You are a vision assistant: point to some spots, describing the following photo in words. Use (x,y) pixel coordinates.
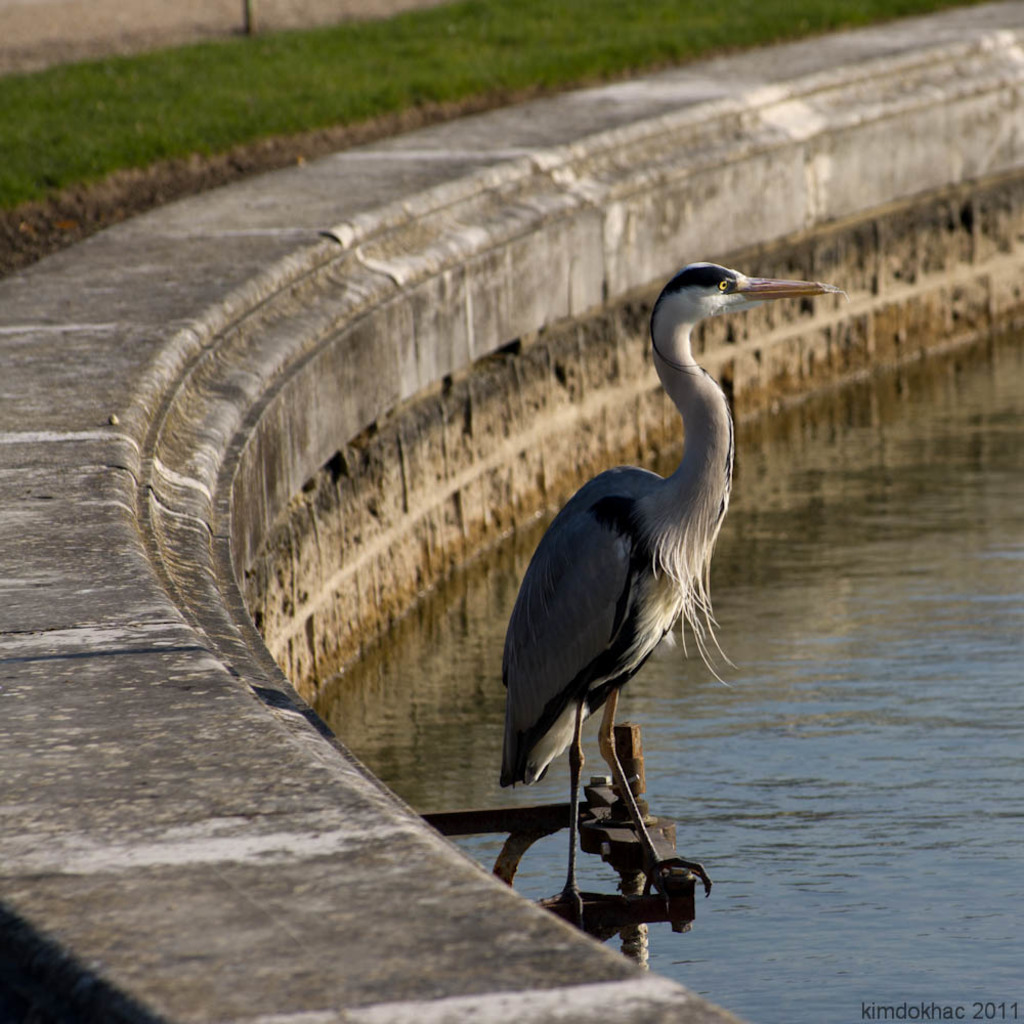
In this image we can see a bird (575,527) on an object (593,819), also we can see some water (834,591), grass (143,93) and the wall (390,367), at the bottom of the image (893,1014) we can see some text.
